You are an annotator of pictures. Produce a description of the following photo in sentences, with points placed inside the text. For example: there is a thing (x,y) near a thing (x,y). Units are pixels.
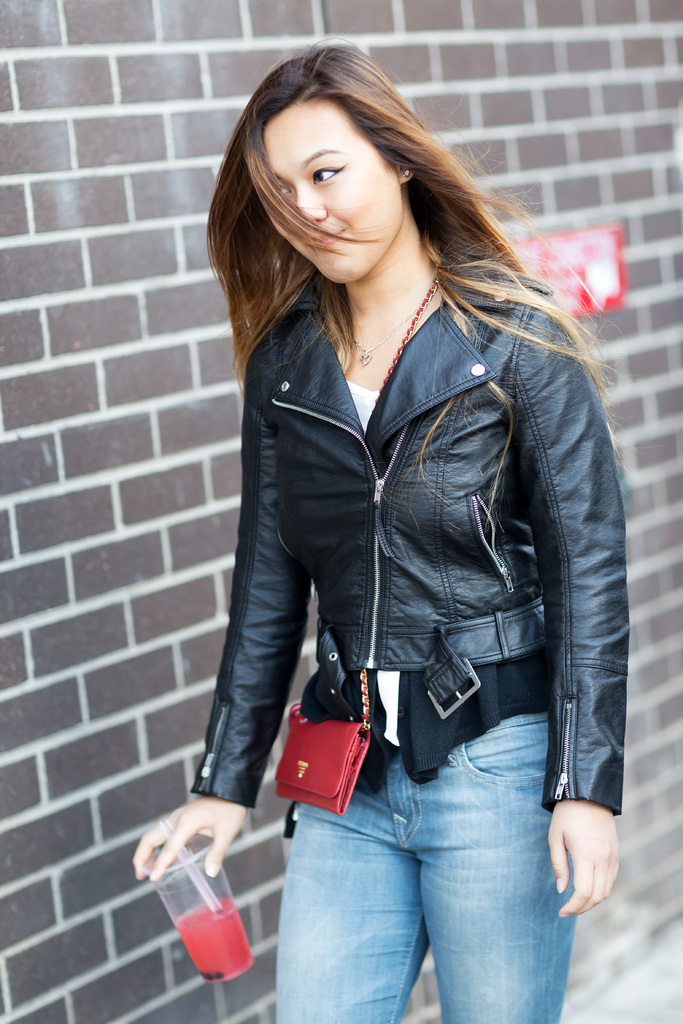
In this image I see a woman (255,729) who is holding the glass (210,972), In the background (86,744) I see the wall (25,265).
